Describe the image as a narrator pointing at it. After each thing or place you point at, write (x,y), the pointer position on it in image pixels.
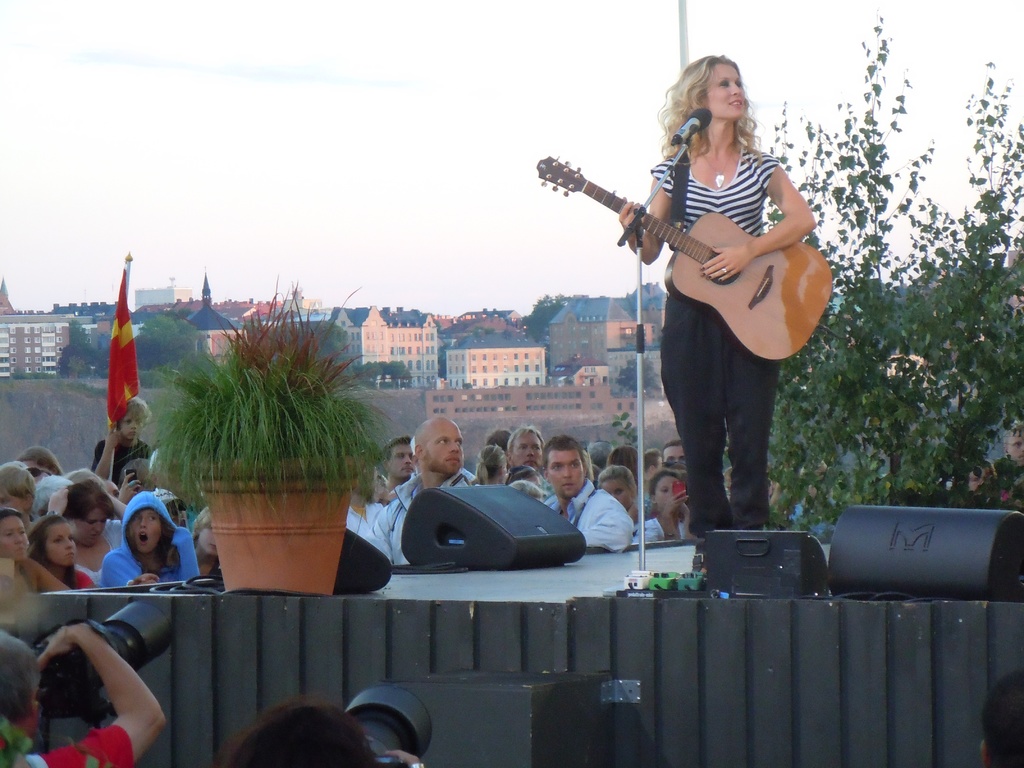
In this picture there is a lady (682,97) who is singing in the mic (687,137) by holding the guitar (694,240) in the hands (731,255) all the other audience (27,481) are standing and listening to the music, the two persons (27,673) they are taking the video of the lady (728,98) who is singing on the stage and there are some plants (300,385) around the area and there are buildings (339,318) around the area.
